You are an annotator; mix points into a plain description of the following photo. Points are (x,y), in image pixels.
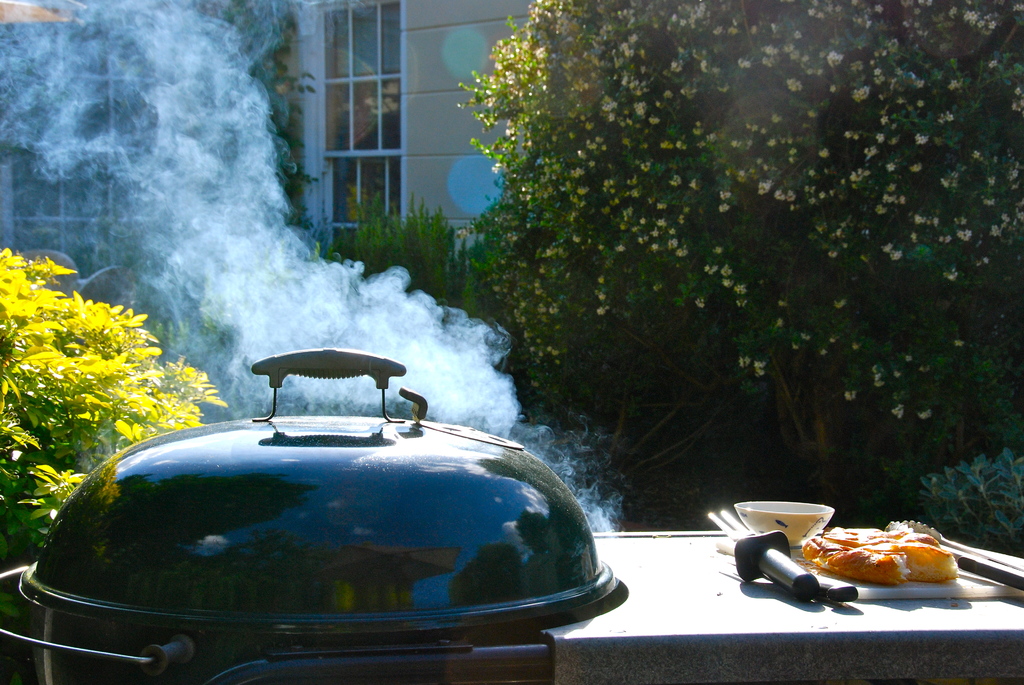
In the picture we can see a grill lid (277,443) with handle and smoke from it which is placed on the grill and besides, we can see a tool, bowl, and some eatable item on it, in the background (45,436) we can see some plants (928,110), and building (322,44) a wall (297,55) with a window (332,168) and glasses (328,72) to it.
